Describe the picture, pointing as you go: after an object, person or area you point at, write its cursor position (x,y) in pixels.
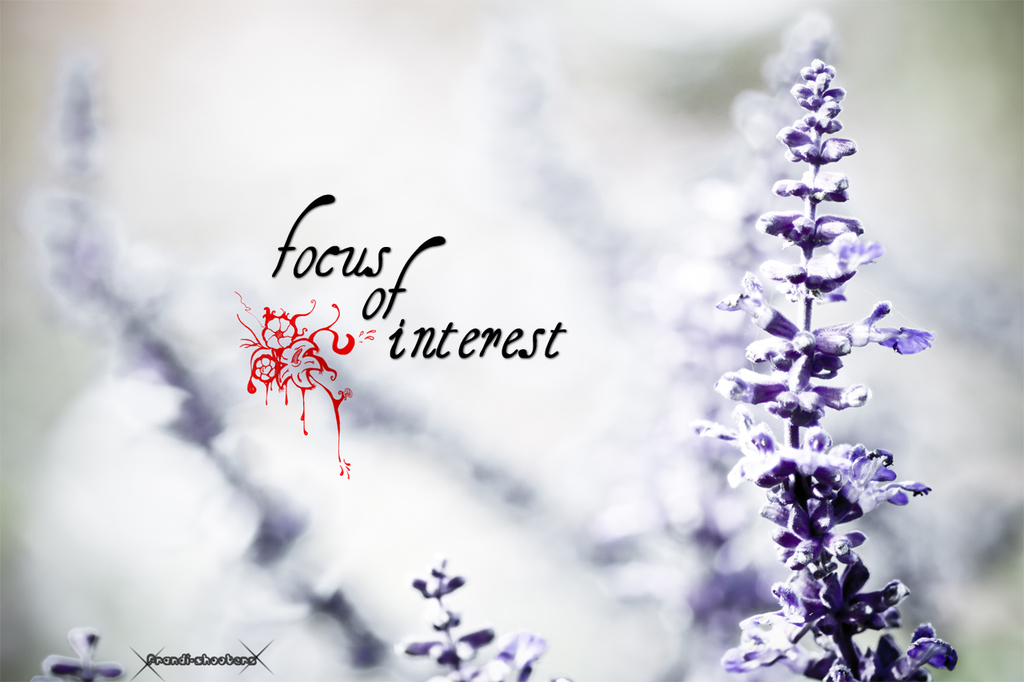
Here we can see flowers (756,440) and there is a text (392,344) written on it. There is a blur background (559,621).
